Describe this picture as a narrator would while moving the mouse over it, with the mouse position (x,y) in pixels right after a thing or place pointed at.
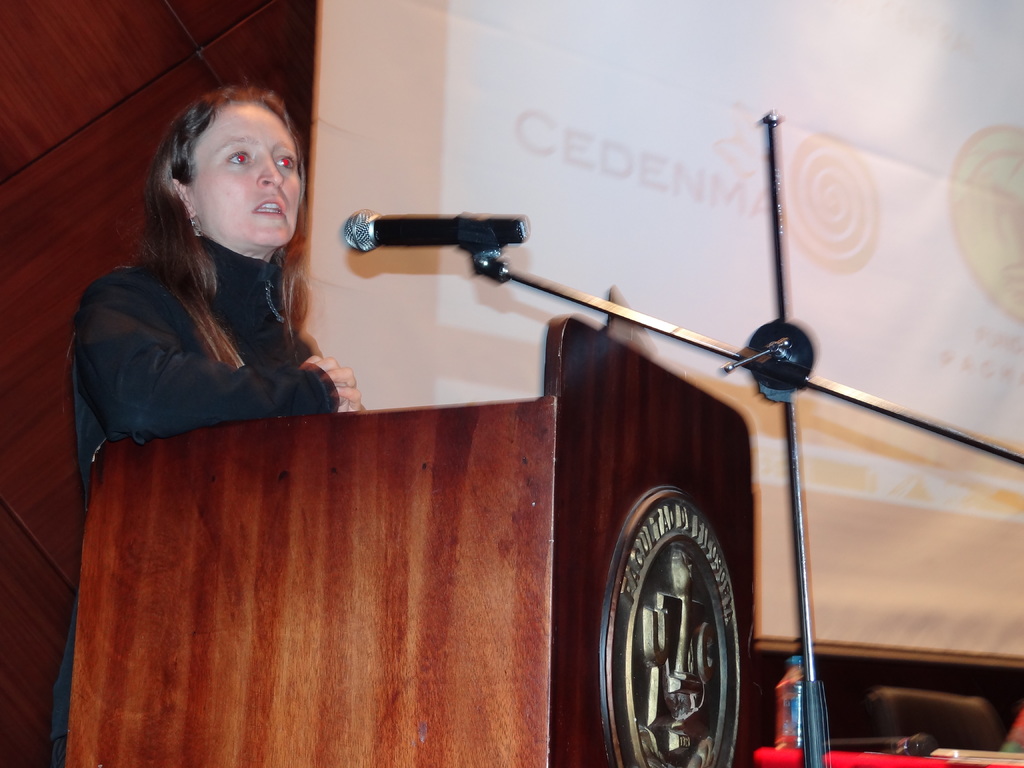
In this picture we can see a woman (261,315) standing at podium (698,557) and talking on the mic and beside to her we can see a bottle (801,667), chair (873,710), screen (658,289).
